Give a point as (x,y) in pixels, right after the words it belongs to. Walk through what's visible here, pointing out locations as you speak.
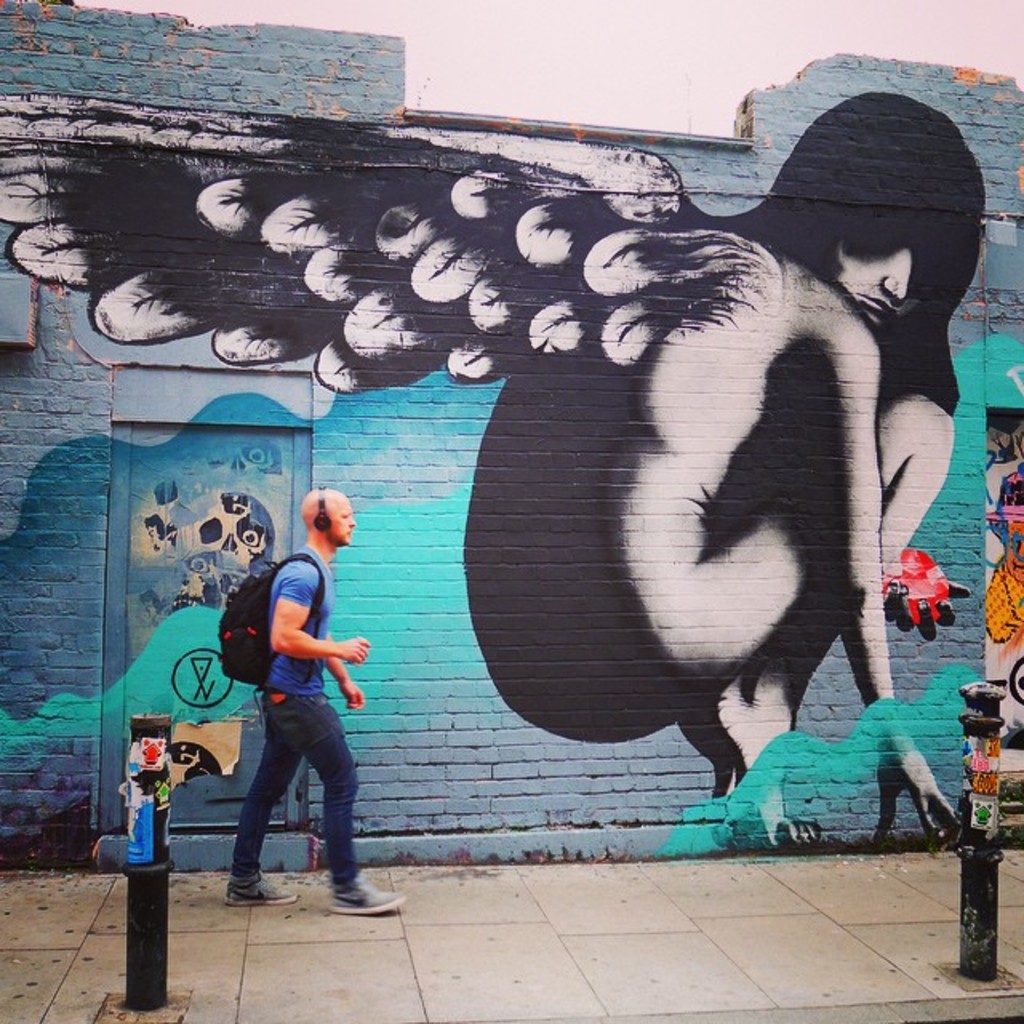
In the image we can see a man (272,670) walking and the man (273,722) is wearing clothes (284,747), shoes (290,898), headsets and he is carrying a bag (240,626) on his back (262,626). There is a wall (768,546), on the wall (804,558), we can see the painting (650,511). There is a footpath (571,931), poles (973,709) and a white sky (647,50).
